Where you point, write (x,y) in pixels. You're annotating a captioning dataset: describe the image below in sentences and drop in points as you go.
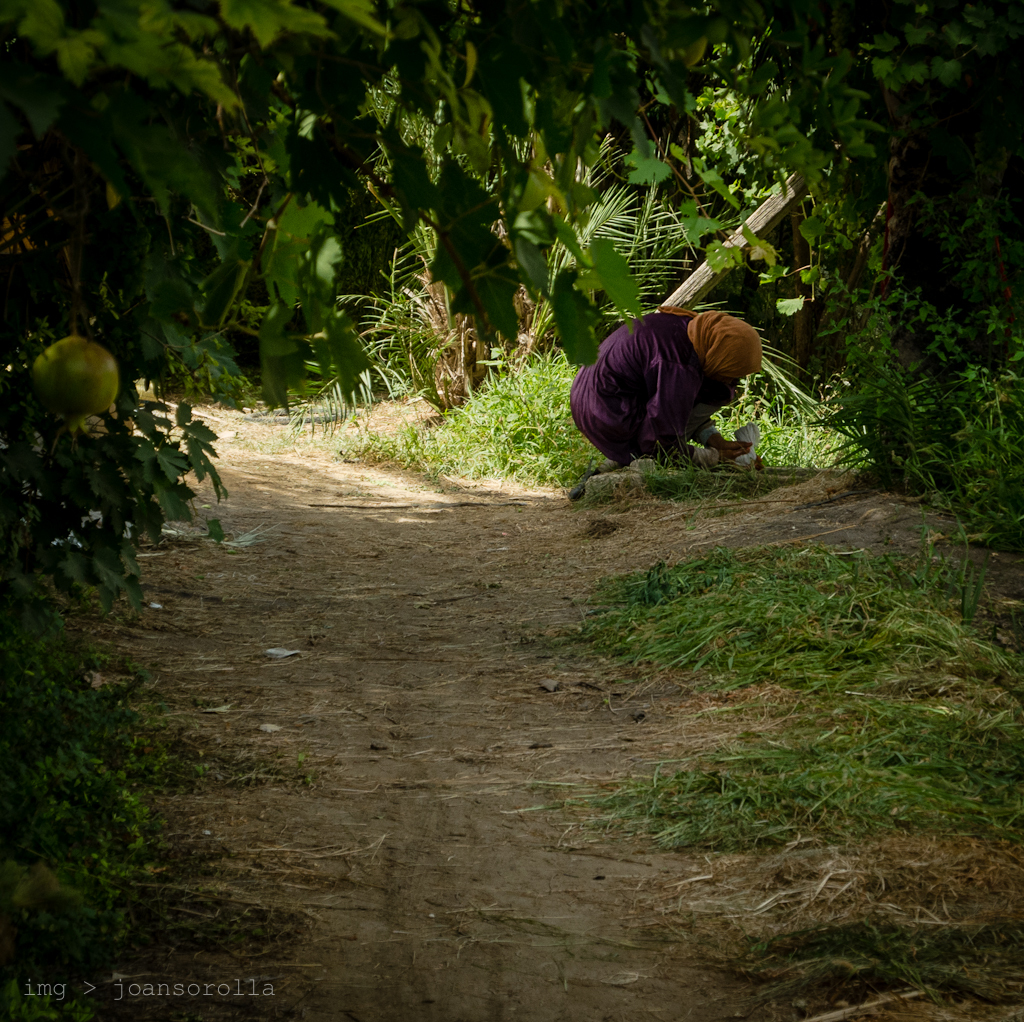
In this picture we can see a person (642,405) holding an object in hand (735,453). We can see a wooden object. Some grass (536,470) is visible on the ground (447,484). We can see a path (366,788). A fruit (91,393) is seen on a plant (175,360). Few trees (306,140) are seen in the background (865,81).
